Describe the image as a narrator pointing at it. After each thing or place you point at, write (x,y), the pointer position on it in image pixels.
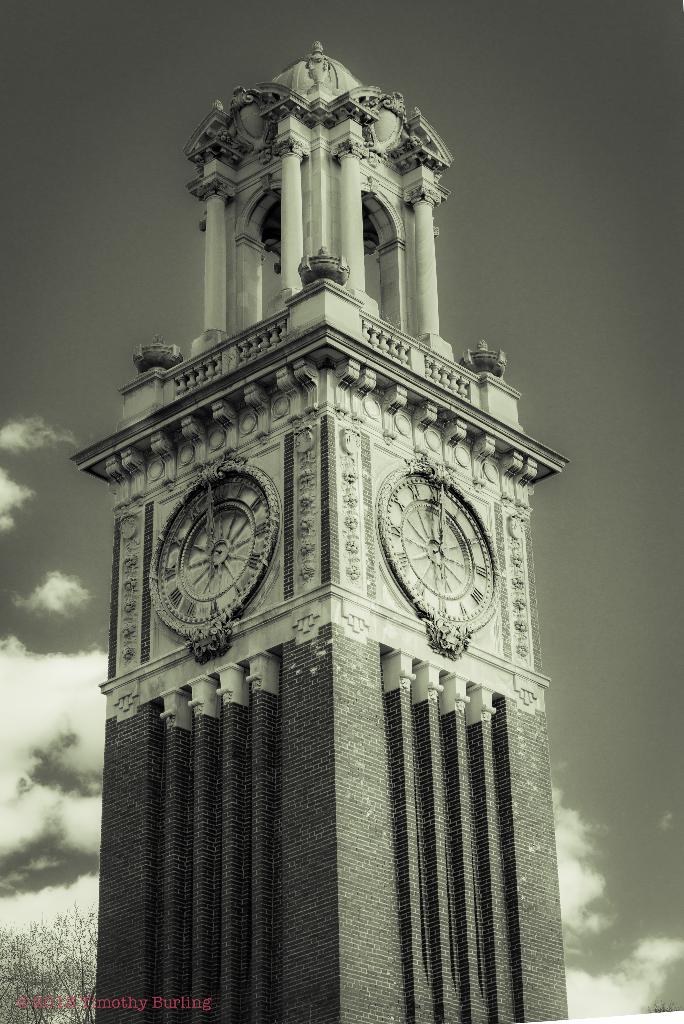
In this image I can see it is a clock tower (323,672), at the top (510,98) it is the sky (482,127). This image is in black and white color.
